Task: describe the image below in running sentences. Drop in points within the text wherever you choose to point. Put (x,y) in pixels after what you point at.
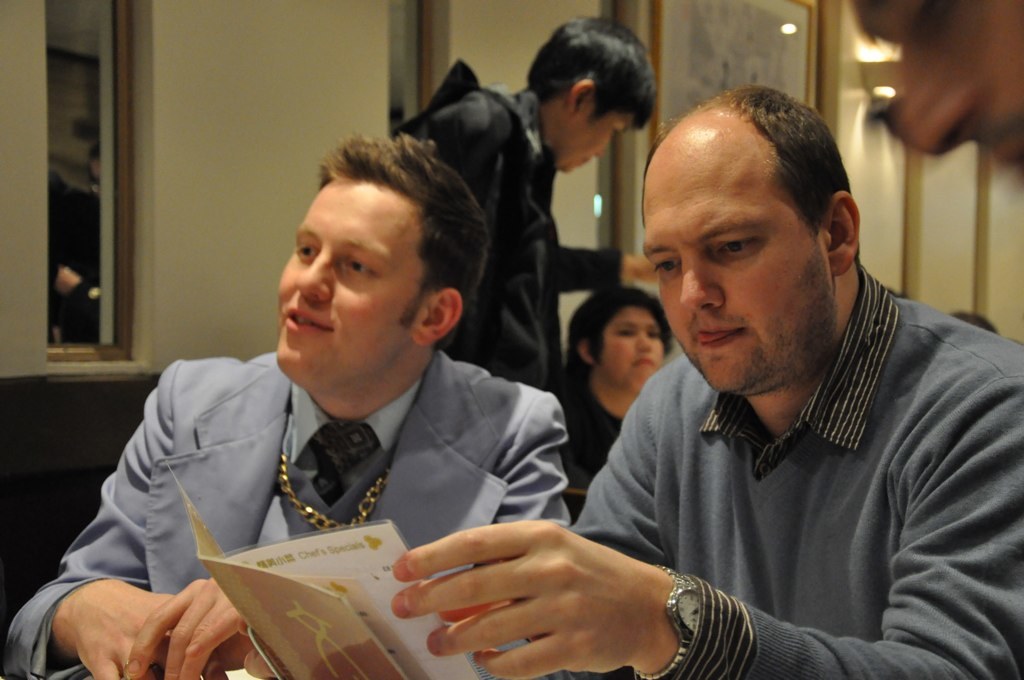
In the image there are two men (423,396) in the foreground (516,411) and behind them there are other people (577,264), in the background (307,185) there is a wall (625,229) and there is a photo frame (727,87) attached to the wall (163,269).
